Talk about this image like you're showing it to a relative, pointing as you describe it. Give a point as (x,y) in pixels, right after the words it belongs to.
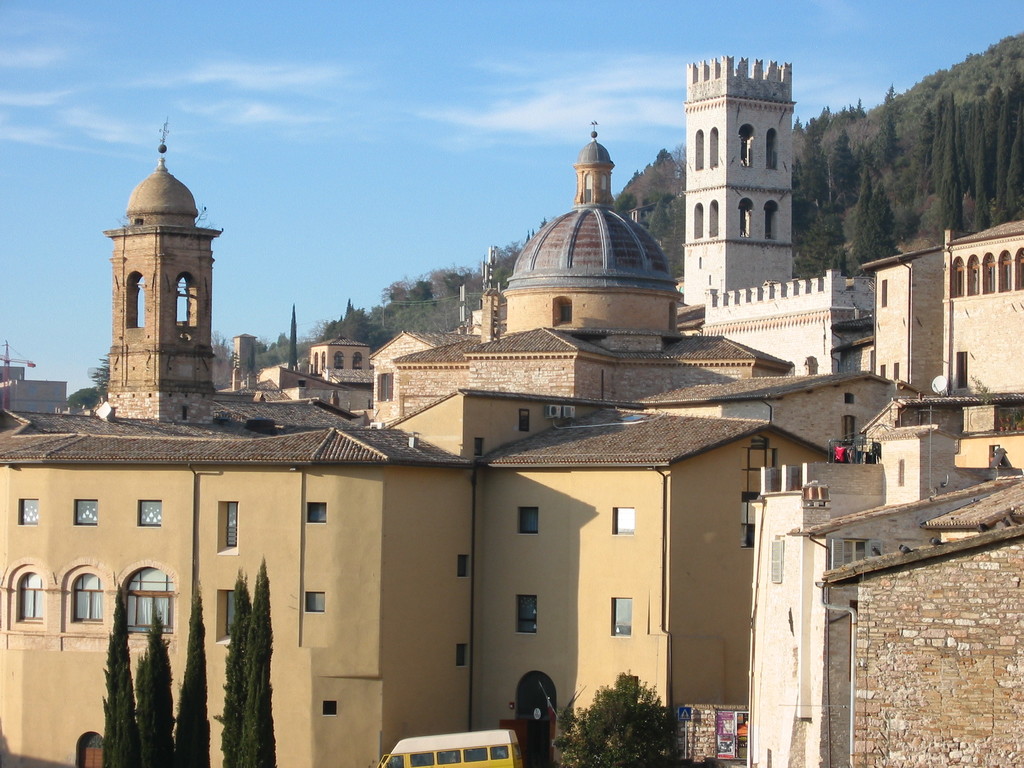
In this image I can see many buildings (230,556). At the bottom of the image (387,759) there is a vehicle (468,751) and few plants (605,713). In the background (858,173) there are many trees (893,144) and a hill (959,63). At the top of the image (325,50) I can see the sky (363,77).
